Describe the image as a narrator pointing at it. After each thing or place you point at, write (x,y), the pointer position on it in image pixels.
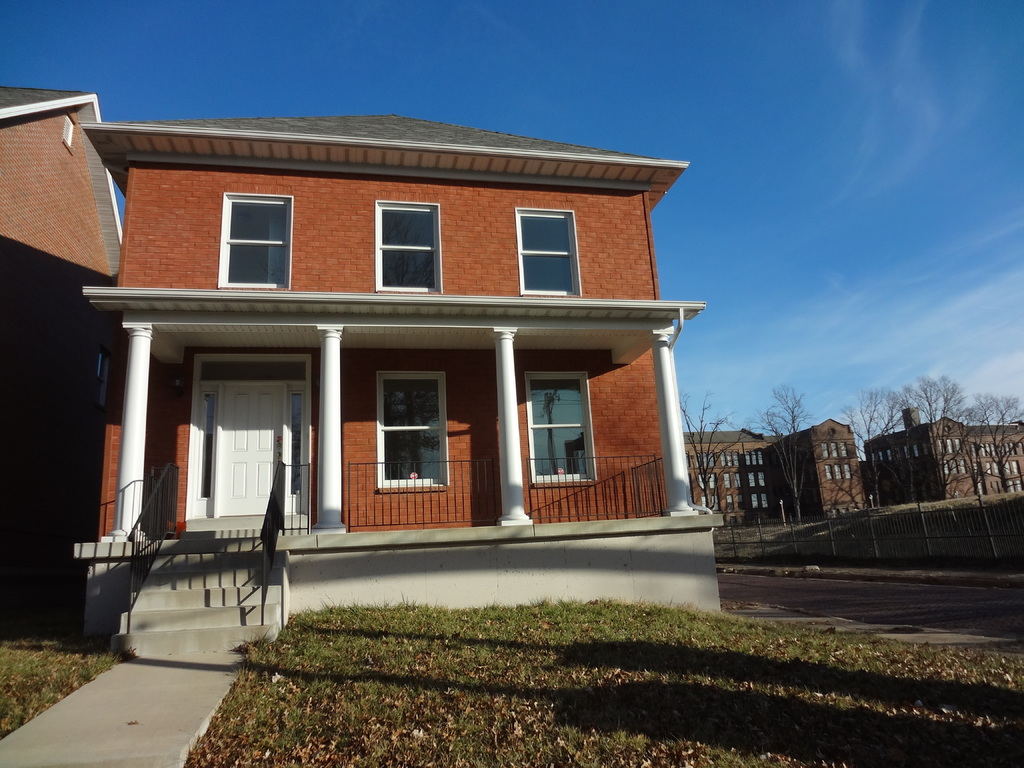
In this image we can see a group of buildings (761,478) with windows (415,409), pillars (680,428) and roof (301,149). In the foreground (281,608) we can see staircase (241,578), grass (431,681). On the right side of the image (791,480) we can see a group of trees (994,469). In the background (937,248), we can see the cloudy sky (874,294).
